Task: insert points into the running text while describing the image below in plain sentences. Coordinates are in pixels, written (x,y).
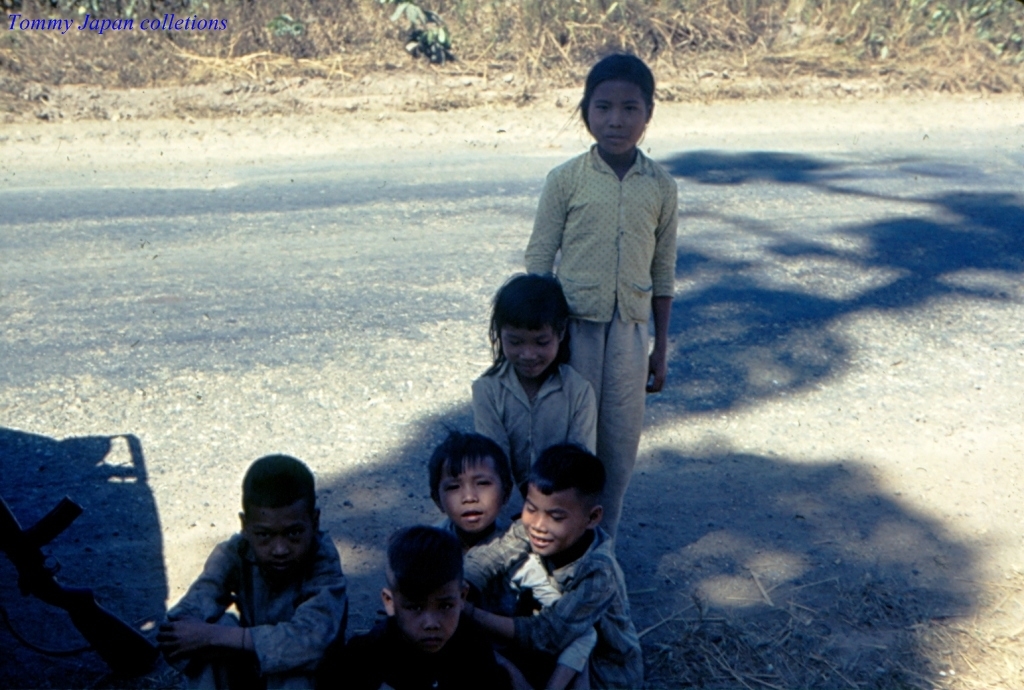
In the picture we can see a road (903,389) on it, we can see a dried grass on either side and some children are sitting near it and one child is standing and near to them we can see a gun (67,599).
